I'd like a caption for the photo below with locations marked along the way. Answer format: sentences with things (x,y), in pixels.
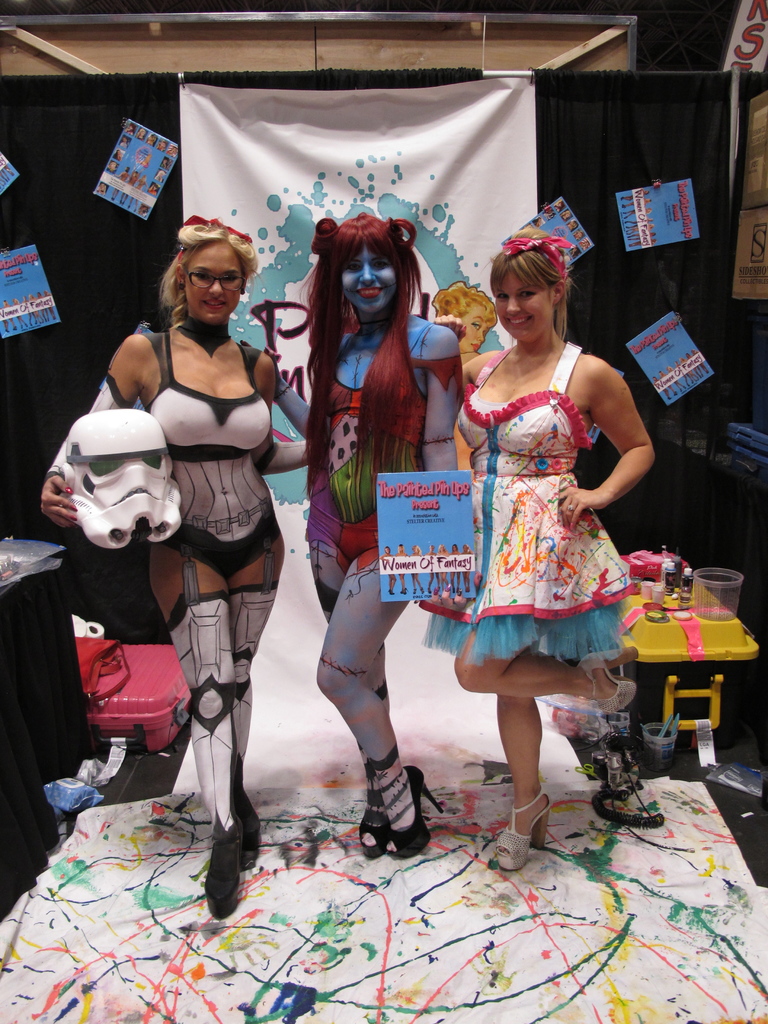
In the center of the image (380,453) three ladies (324,436) are standing and holding an objects (109,433) in their hand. In the background of the image (387,166) we can see a curtain (566,163) is present. On the left side of the image (133,673) a suitcase (118,693), paper (115,742), cloth (29,663) are present. On the right side of the image (676,617) some objects (676,602) are there. At the bottom of the image (463,918) floor (472,945) is present.
